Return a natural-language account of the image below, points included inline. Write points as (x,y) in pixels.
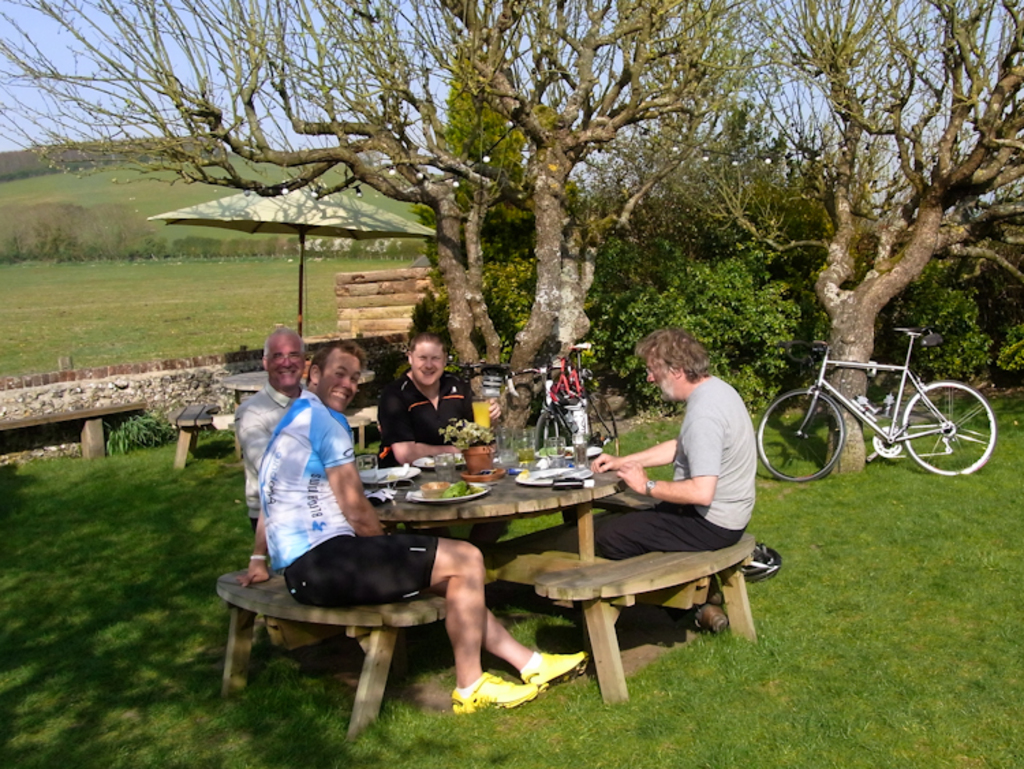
There are four persons (405,400) in the image. They are sitting on bench (578,597) there is a wooden table (531,500) in front of them. On that there are glasses (518,467), flower pot (478,471), plate (476,484) with food (430,487). The first person (371,521) is wearing a white t shirt (306,469) with a black short (369,561). He is wearing yellow shoes (497,694). He is smiling. The second person (273,401) is wearing white shirt (253,423). He is also smiling. The third person (423,417) is wearing black t shirt (454,405). He is having a smiling face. The fourth person (628,476) is wearing a grey t shirt (737,487) with black pant (704,525). There is a bicycle (822,398) which is standing with support of a tree (838,321). There are trees (851,306). There are grasses (875,657) in the ground (629,735). There is a bench (65,421). There is one umbrella (245,226) under it there is table (229,386) and chair (199,409). There are light bulbs (485,158). Few more cycles (581,421) are also there. The weather is clear and the sky (206,66) is looking fine.
